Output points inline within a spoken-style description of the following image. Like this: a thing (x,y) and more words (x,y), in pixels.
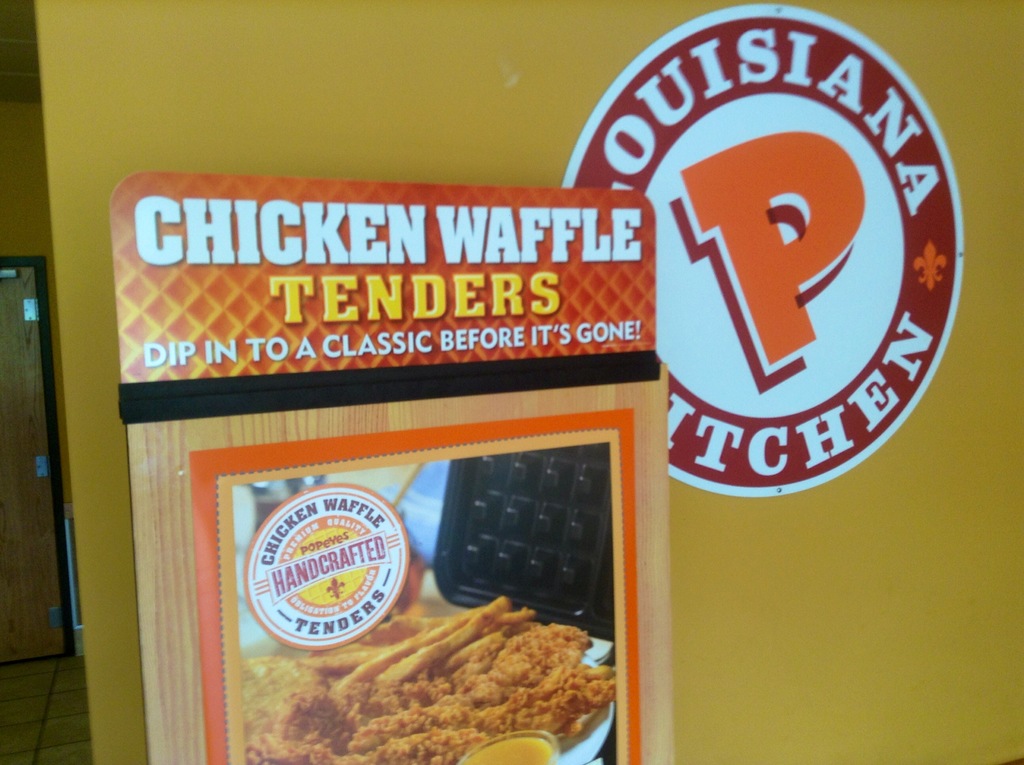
In this image, we can see a poster (498,406) with some images (278,758) and text (386,253). We can see the wall (227,33) with a picture (659,307). We can see the door (49,639) and the ground (44,700).
